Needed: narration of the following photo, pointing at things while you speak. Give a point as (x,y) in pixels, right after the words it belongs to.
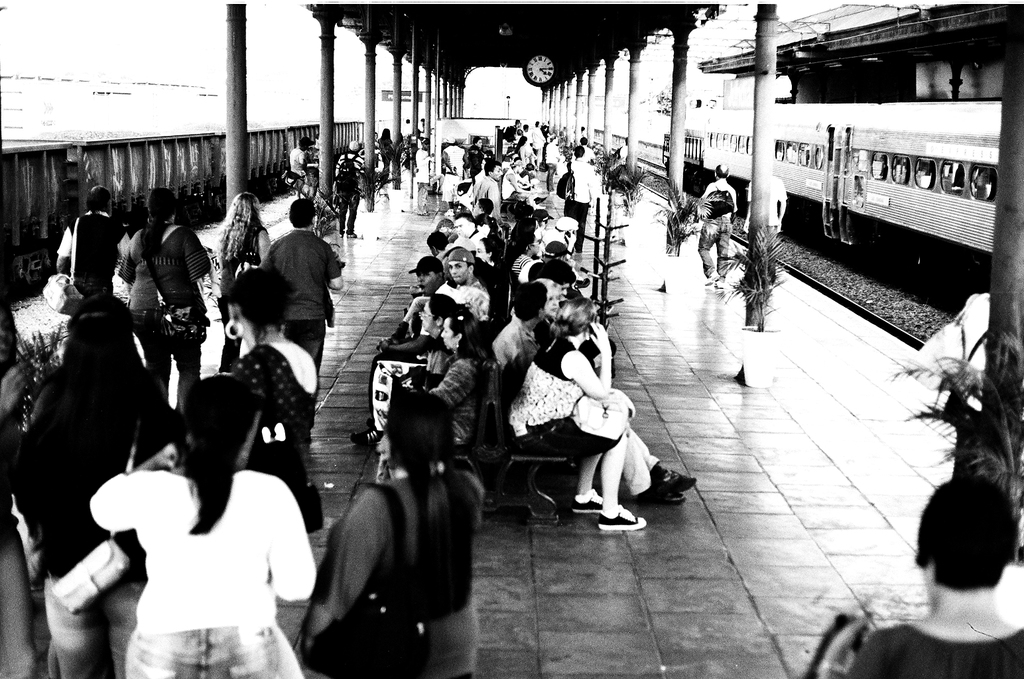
This is a black and white image. In this image we can see trains (903,214) on the railway tracks (269,221), pillars (239,71), wall clock (554,76), people (218,623) walking on the platform (214,334), people (501,255) sitting on the benches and plants (636,169).
